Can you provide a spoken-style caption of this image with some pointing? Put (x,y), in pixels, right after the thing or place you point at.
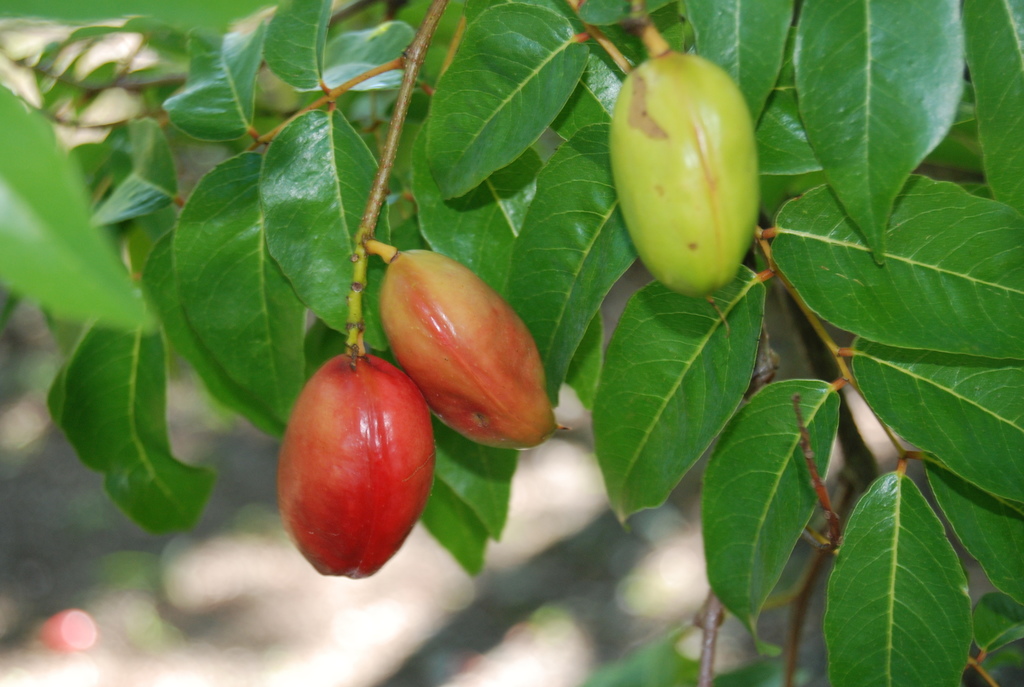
In this image I can see number of green colour leaves (754,496), stems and three fruits (415,359). I can also see this image is blurry in the background (342,36).
